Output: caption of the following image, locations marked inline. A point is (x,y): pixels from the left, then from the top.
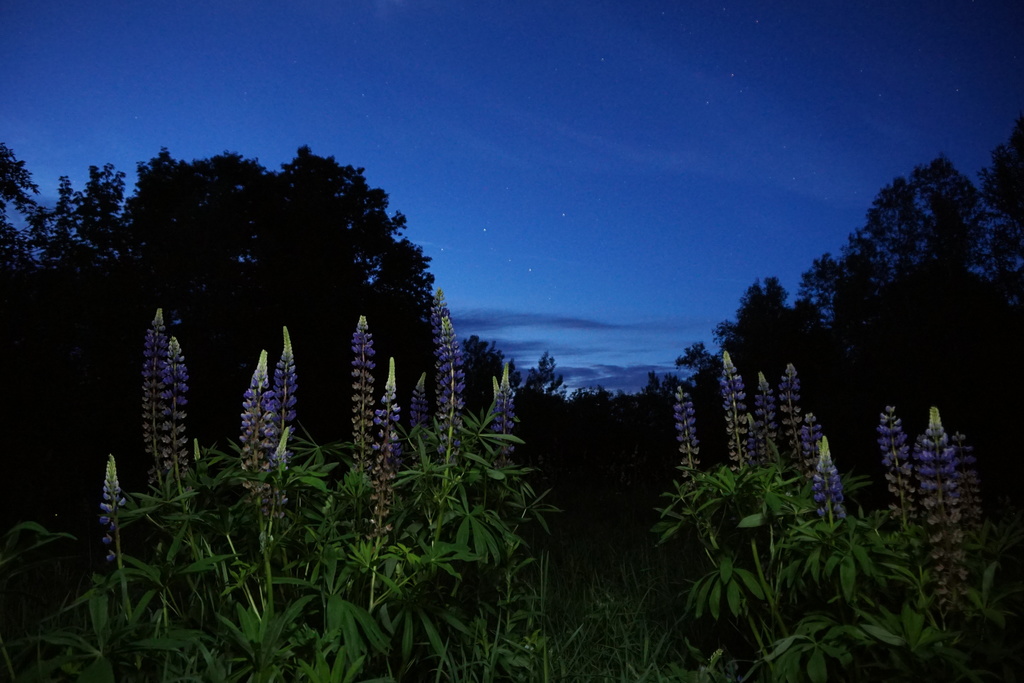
In this image I can see few plants (177,652) in the front (281,355). In the background (765,318) I can see number of trees (398,304), stars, clouds (660,324) and the sky (486,88).
